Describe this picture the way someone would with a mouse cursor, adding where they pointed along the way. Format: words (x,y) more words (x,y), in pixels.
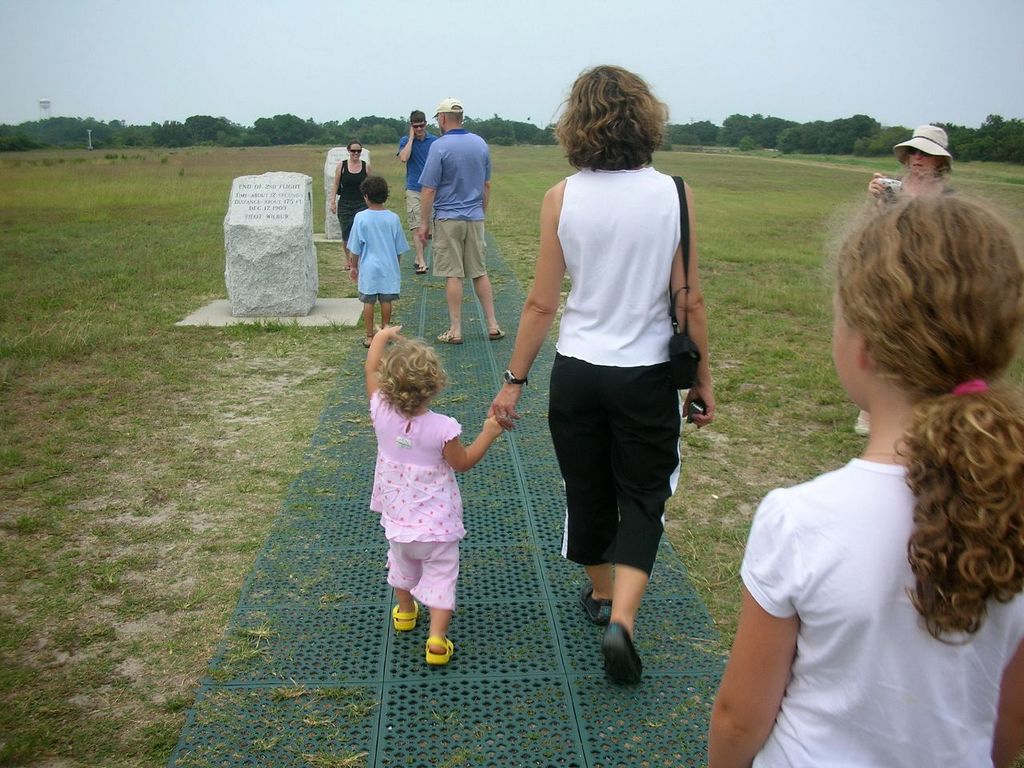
This is an outside view. Here I can see few people (448,492) are walking on the net (343,636) which is placed on the ground (228,531). In the background (450,200) few people (417,206) are standing. I can see the grass (62,466) on the ground (71,399). In the background (279,233) there are two rocks (297,203) which are placed on the ground (171,318). In the background (172,127) there are many trees (199,118). At the top (323,23), I can see the sky (281,52).
